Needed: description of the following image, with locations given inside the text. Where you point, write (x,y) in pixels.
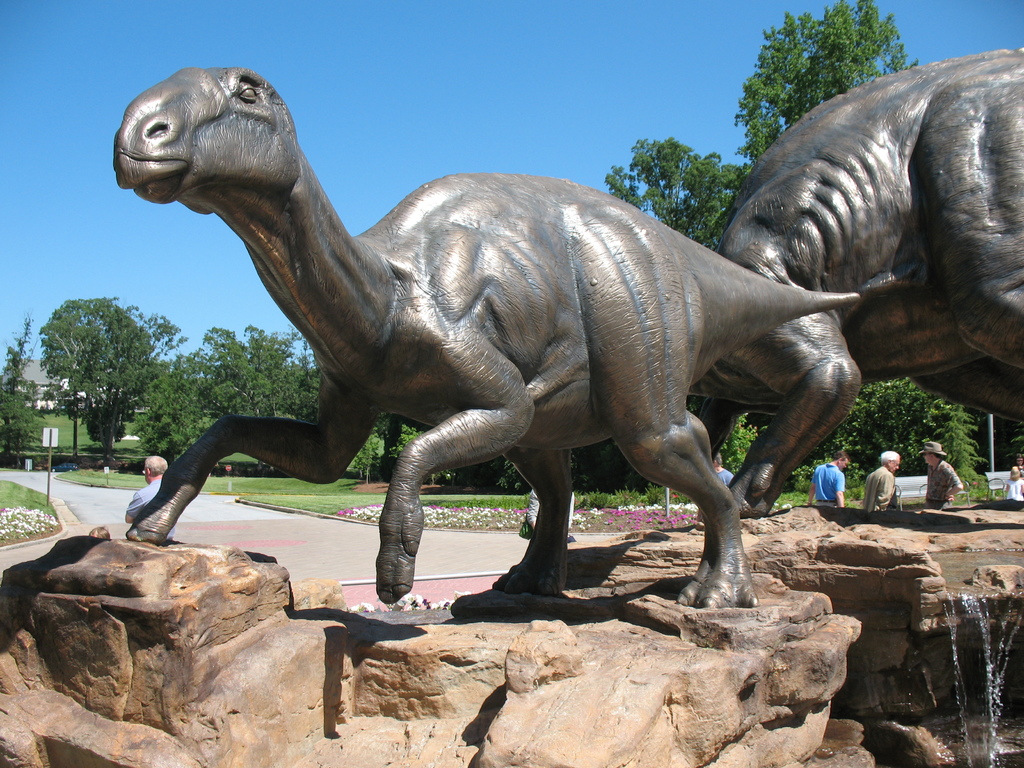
In the center of the image (539,452) we can see the statues (518,295). In the background of the image (117,437) we can see the trees (253,380), board (57,429), house (47,382), grass (274,490), plants (525,505), flowers (508,514), poles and some persons (890,461), bench (999,484). At the bottom of the image (541,694) we can see the rocks (678,711) and water (1004,682). In the middle of the image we can see the road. At the top of the image (366,64) we can see the sky (402,134).
